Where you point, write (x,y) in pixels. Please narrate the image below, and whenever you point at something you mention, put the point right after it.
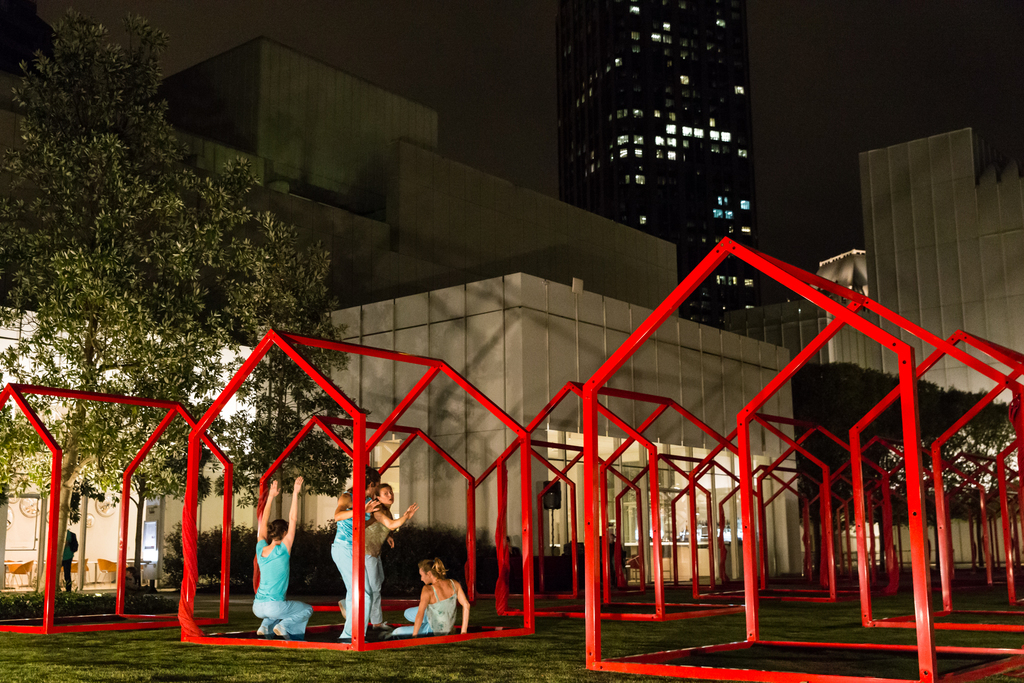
Bottom of the image (571,641) there is grass (741,616) and few people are standing and sitting and there are some poles (891,517). Behind the poles (754,619) there are some plants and trees (249,339). Top right side of the image (727,158) there are some buildings (420,183) and trees (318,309).
